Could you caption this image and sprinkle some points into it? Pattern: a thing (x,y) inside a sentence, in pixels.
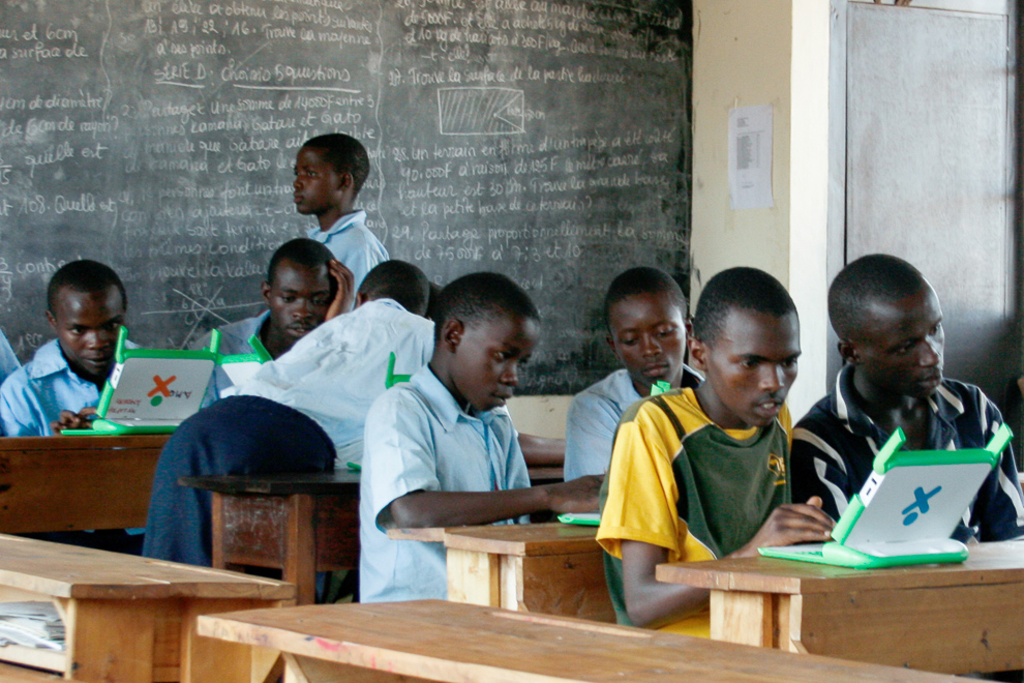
This picture is taken in class, There are some tables (362,653) which are in yellow color, There are some kids (615,521) sitting on the tables (19,465), In the background (115,31) there is a black color board (54,73).
